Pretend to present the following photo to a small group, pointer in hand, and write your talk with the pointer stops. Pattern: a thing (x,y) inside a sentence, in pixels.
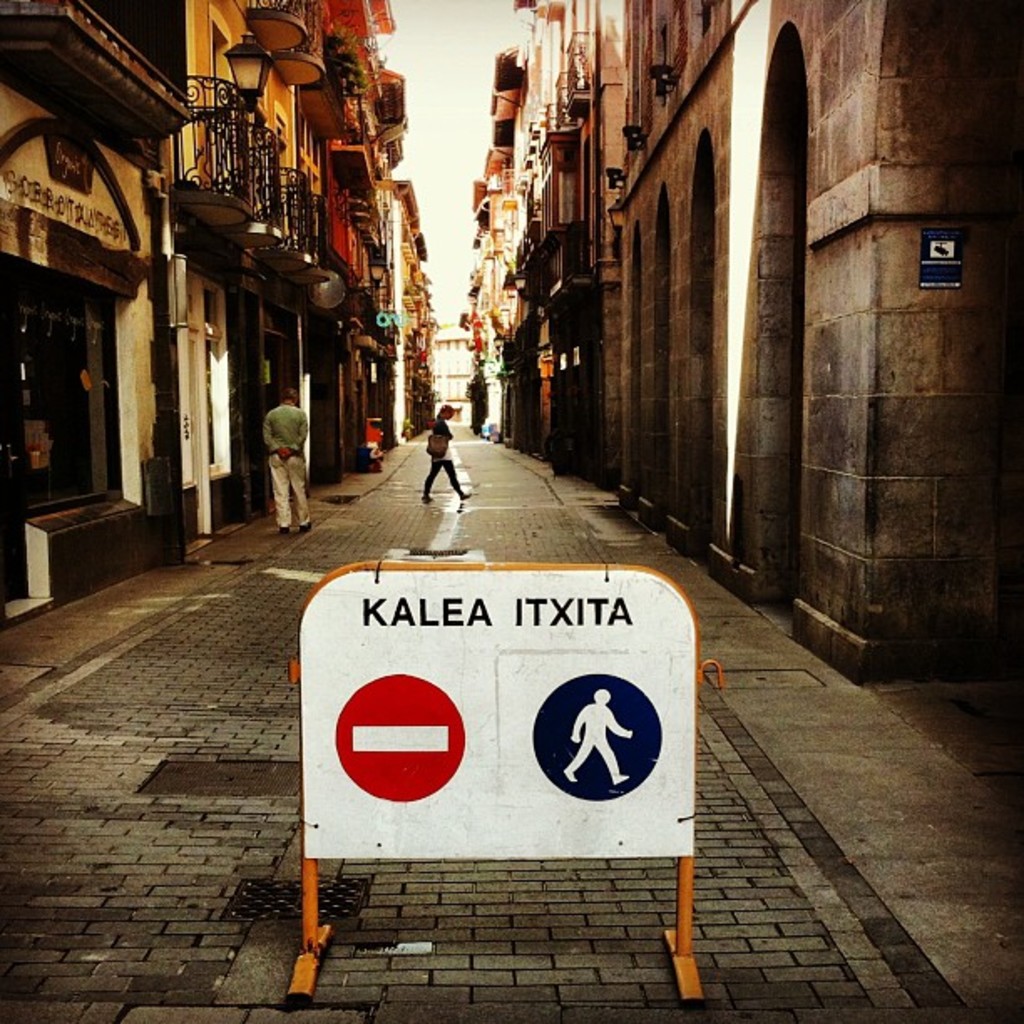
In this picture we can see buildings (489,344) on the right side (730,353) and left side (171,382), there are two persons (445,451) in the background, we can see a board (487,674) in the front (512,775), we can see balconies (217,187) of the buildings (300,275).
